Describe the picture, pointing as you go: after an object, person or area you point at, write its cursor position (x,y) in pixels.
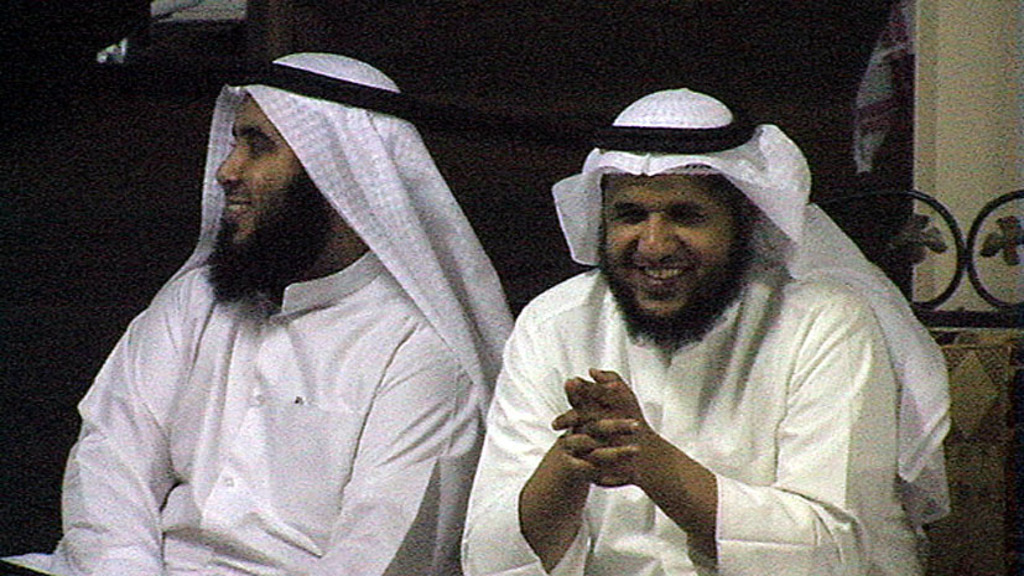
In this picture there are two men (369,363) sitting on a couch (983,349), they are wearing white dresses (404,424). The background (480,52) is not clear.
